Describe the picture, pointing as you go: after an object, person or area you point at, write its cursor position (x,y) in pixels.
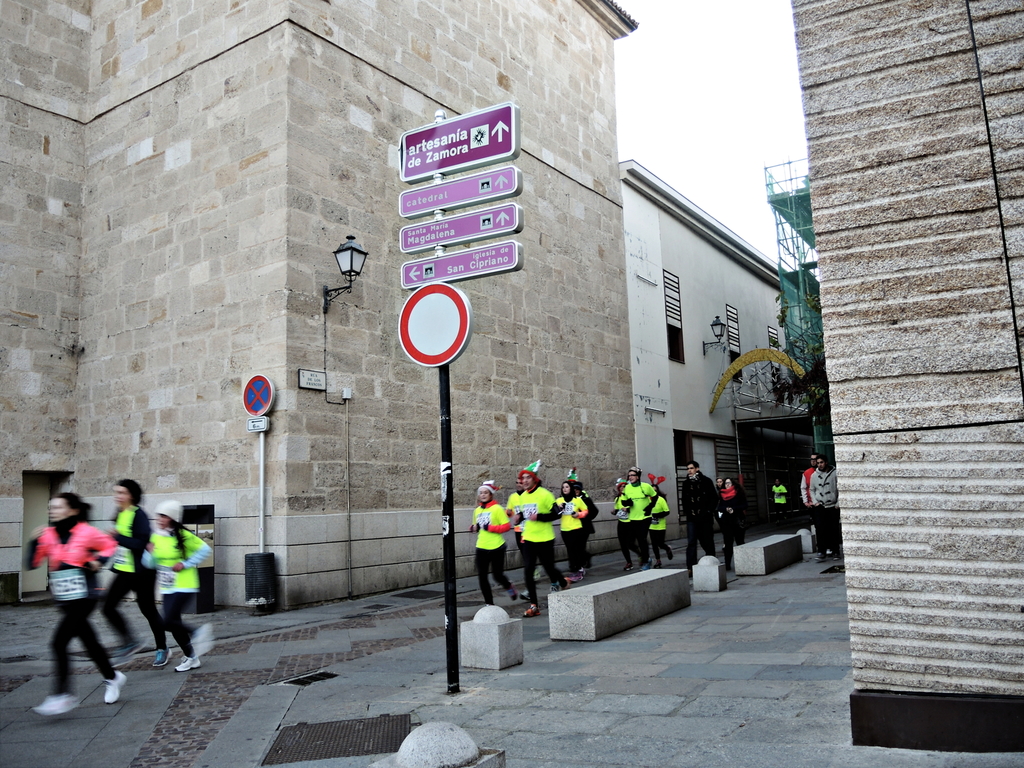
In the center of the image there is a sign board (485,115). There are people (76,499) running on the road (363,662). In the background of the image (563,411) there are buildings (735,343).
